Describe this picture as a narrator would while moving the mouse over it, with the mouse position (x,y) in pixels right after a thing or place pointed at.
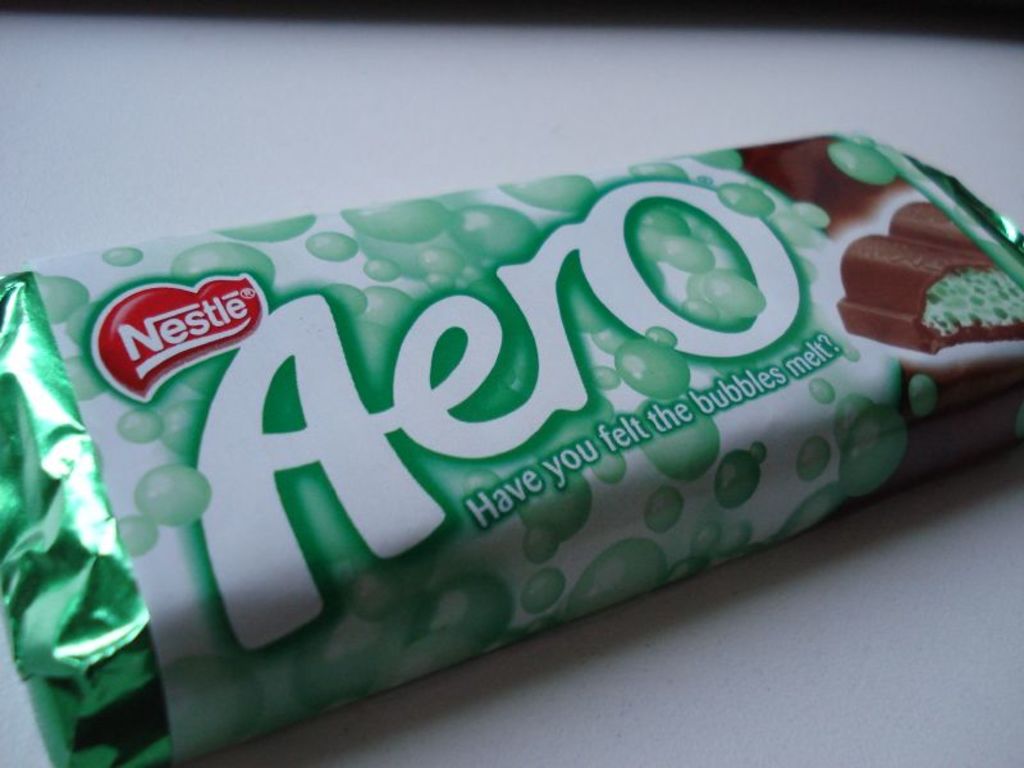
In this picture we can observe green and white color packet (430,391) placed on the table (792,576). The table (281,129) is in white color.
